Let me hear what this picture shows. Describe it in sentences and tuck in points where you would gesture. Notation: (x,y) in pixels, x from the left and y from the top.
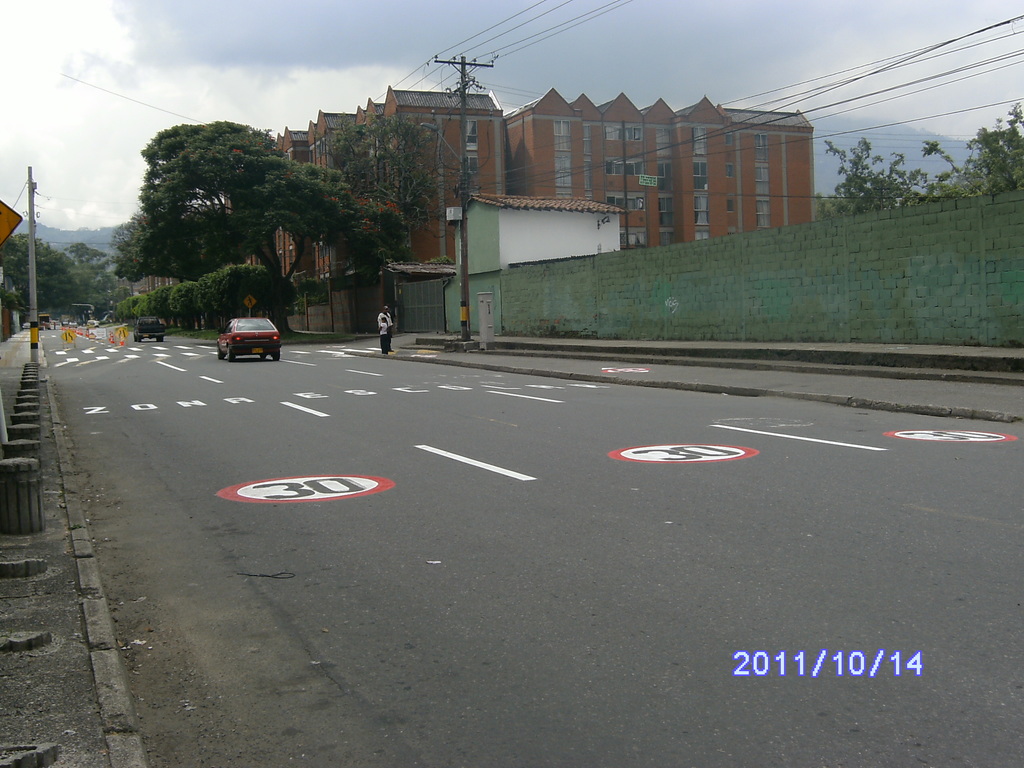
This picture might be taken on the wide road (314,480). In this image, we can see few vehicles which are moving on the road (515,712). On the right side (707,116), we can see a person (389,311) standing on the footpath (730,383), brick wall (563,324), trees (372,179), electric wires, building (700,168), glass window (708,216), house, mountains (954,157). On the left side (25,481), we can see some pillars (31,563), pole (29,270), trees (41,254). In the background (111,241), we can see some mountains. At the top (143,81), we can see a sky (351,31) which cloudy, at the bottom (536,566), we can see a road (569,492) and a footpath (88,717).
